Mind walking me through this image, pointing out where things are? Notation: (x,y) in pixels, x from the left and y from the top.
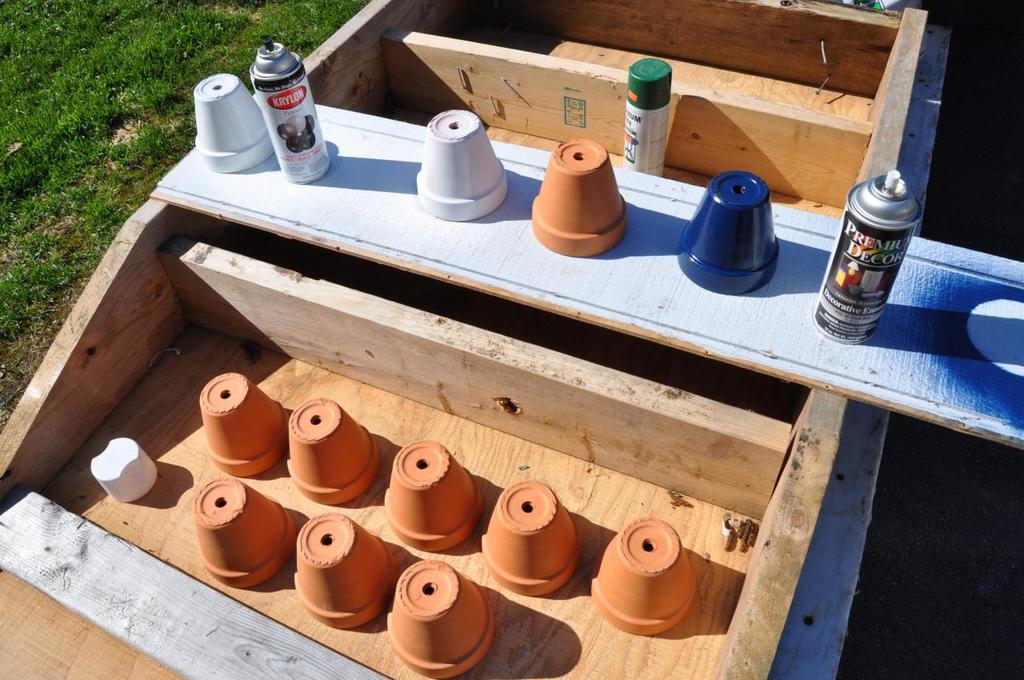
In the image on the wooden object (100,421) there are few brown color small pots (371,604). And also there are small pots (436,206) which are in white, brown and blue colors. Also there are spray bottles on them. In the top left corner of the image (101,73) there is grass (99,116) on the ground (99,101).
